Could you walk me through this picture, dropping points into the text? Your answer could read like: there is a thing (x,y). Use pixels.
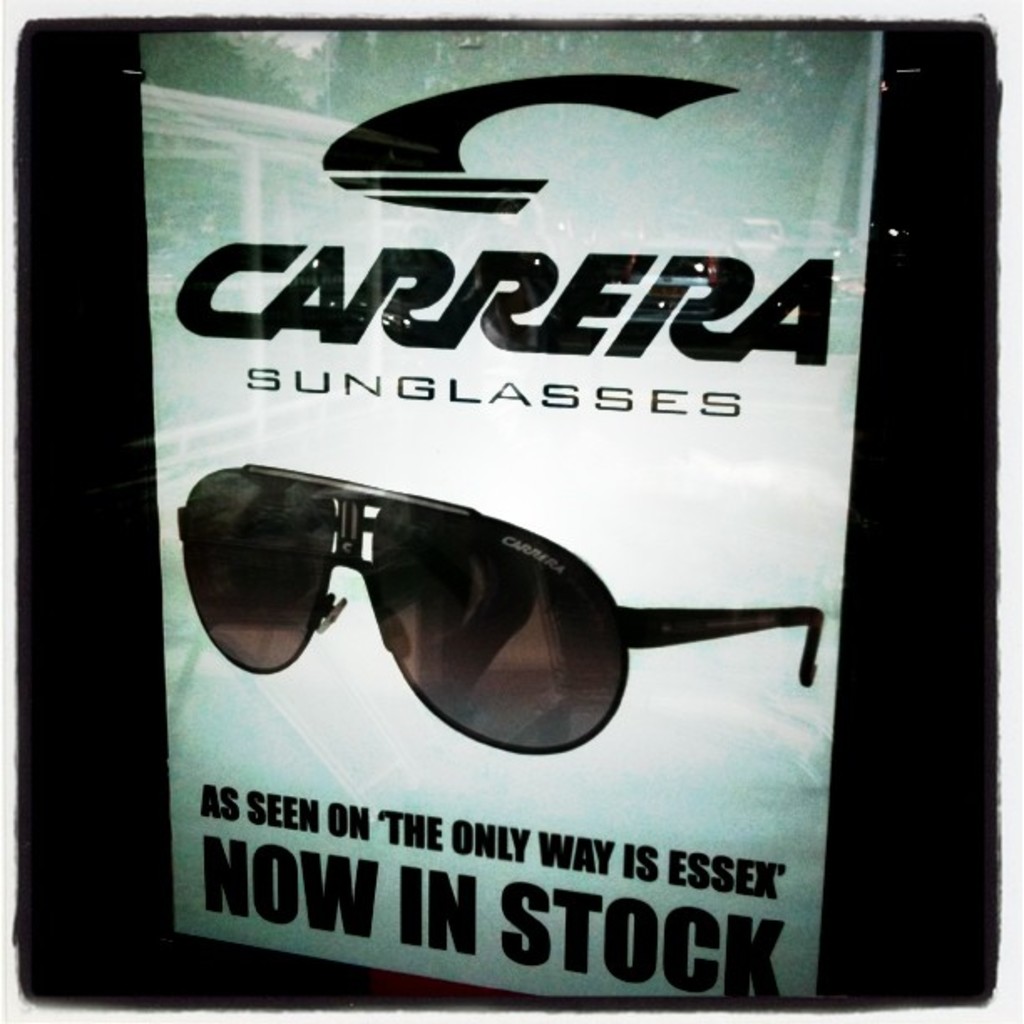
In this picture we can see a banner (770,298), on this banner (773,316) we can see some text (775,317) and goggles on it and in the background (948,288) we can see it is dark.
